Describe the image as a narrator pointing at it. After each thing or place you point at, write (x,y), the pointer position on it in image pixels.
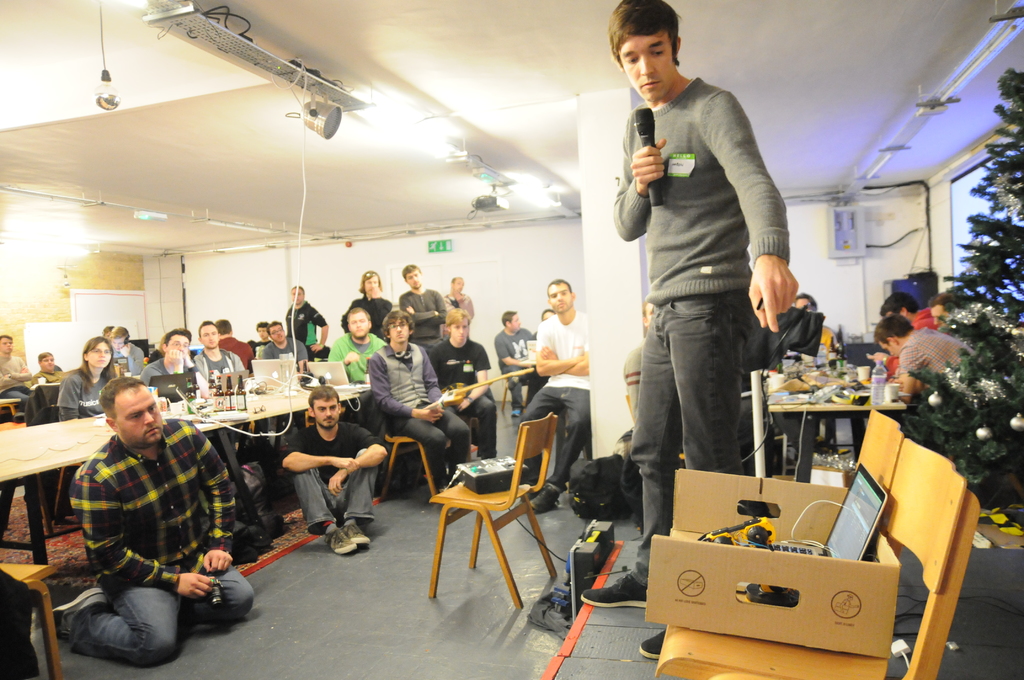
There are many persons (180,436) sitting and standing. One person (681,294) is standing on the stage (565,643) and holding a mic (652,138). There are chairs (528,492) and tables (294,409) in this room (329,456). On the chair (725,655) there is a box (760,569). On the box (785,562) there is a laptop (851,520). There is a Christmas tree (982,329) on the right side (977,344). There are some people (879,338) sitting. There is a table (819,377). On the table (781,406) there are many items (810,360). In the ceiling (283,109) there are lights (483,182). On the wall (456,233) there is a sign board (441,245). On the table (246,414) there are bottles (222,410), laptops (262,375) and many other items (297,388). And there is carpet (69,536) on the floor (310,555).
